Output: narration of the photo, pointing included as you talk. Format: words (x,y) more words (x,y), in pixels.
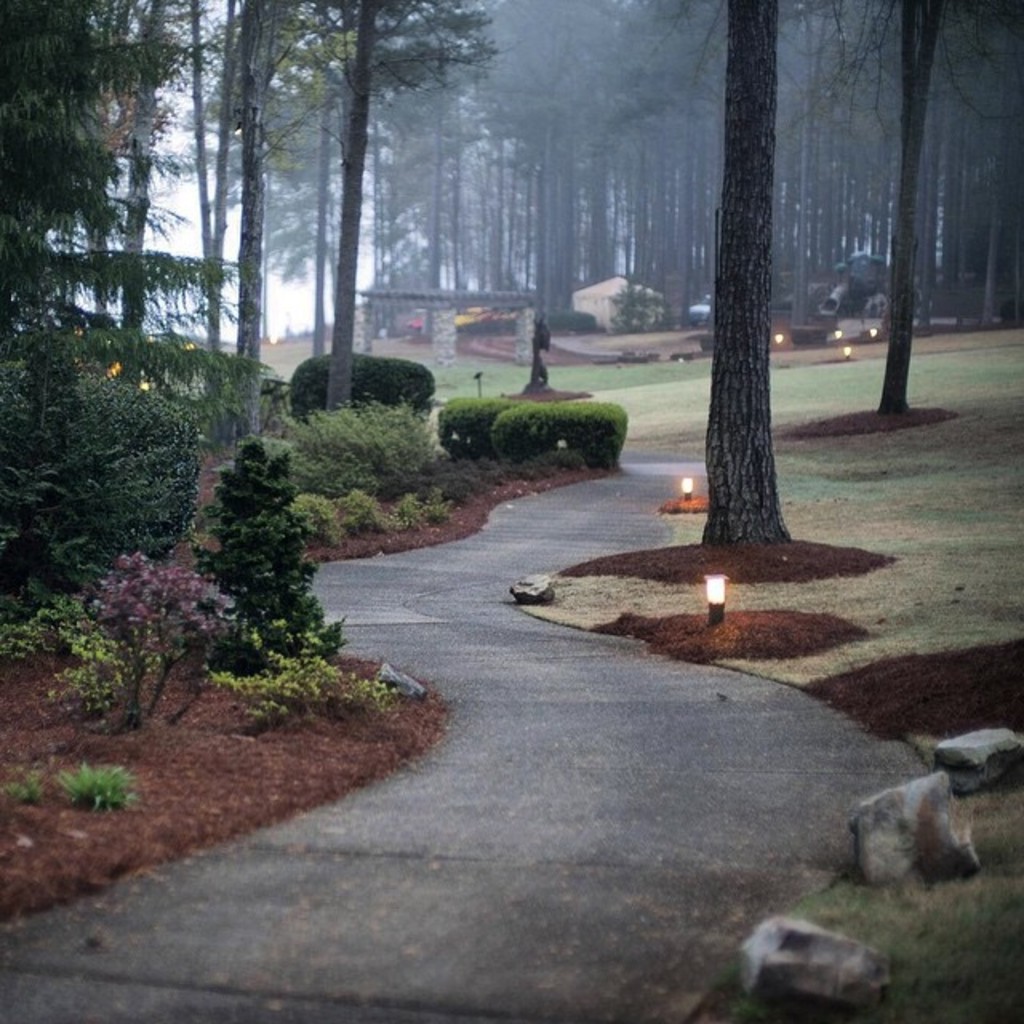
In the foreground of this image (480,927), there is a path (537,533) on either side there are trees (356,170). On the left (284,579), there are few plants (290,432). On the right (911,586), there are few lights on the grassland (939,535). In the background (553,232), there are trees (577,276), shelter (591,292) and the sky (278,294).
